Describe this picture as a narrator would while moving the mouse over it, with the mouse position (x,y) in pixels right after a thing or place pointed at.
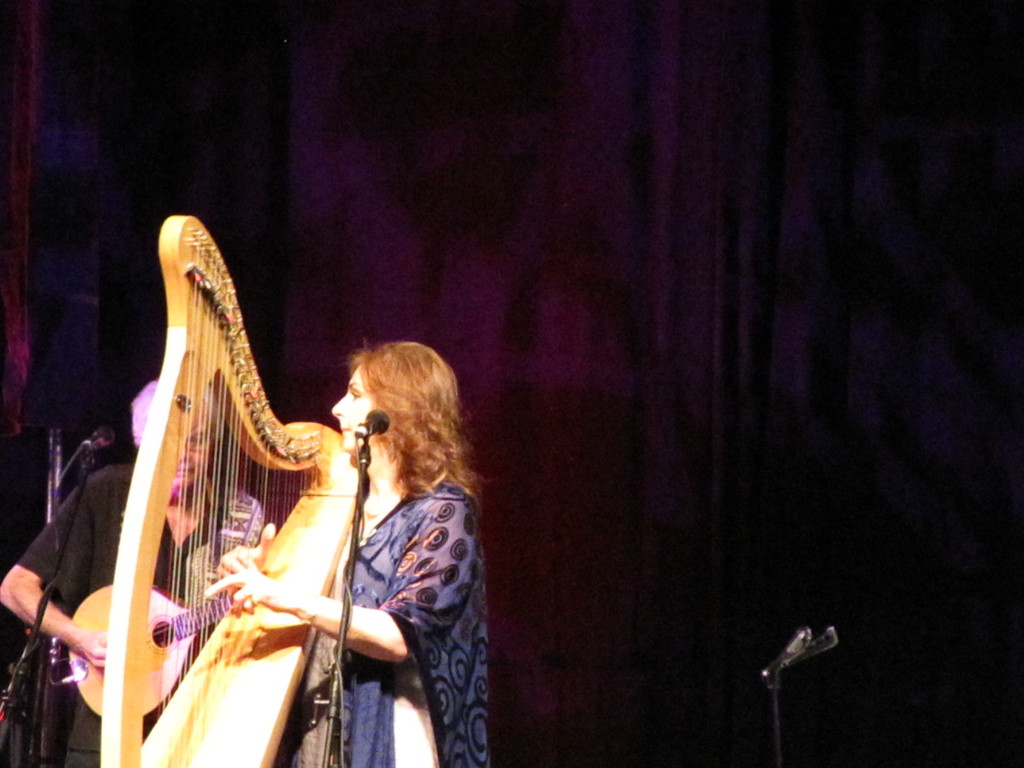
On the left side (144,415), there are two persons (200,413) playing musical instruments (206,558) in front of the two microphones (368,434) which are attached to the stands (341,600). On the right side (777,762), there is a stand (777,762). In the background (793,71), there is a curtain (297,67). And the background (157,114) is dark in color.
